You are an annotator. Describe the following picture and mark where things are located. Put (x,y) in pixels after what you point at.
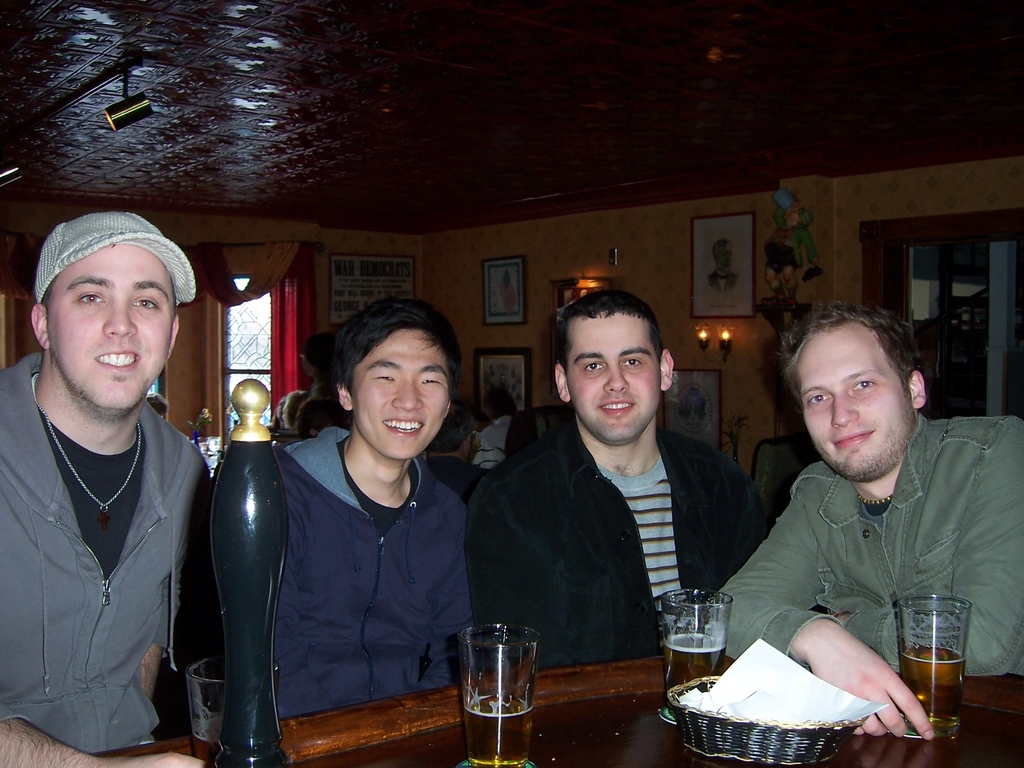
Here we can see four men (929,428) with glass of beers (913,687) on the table (291,719) present in front of them laughing.
